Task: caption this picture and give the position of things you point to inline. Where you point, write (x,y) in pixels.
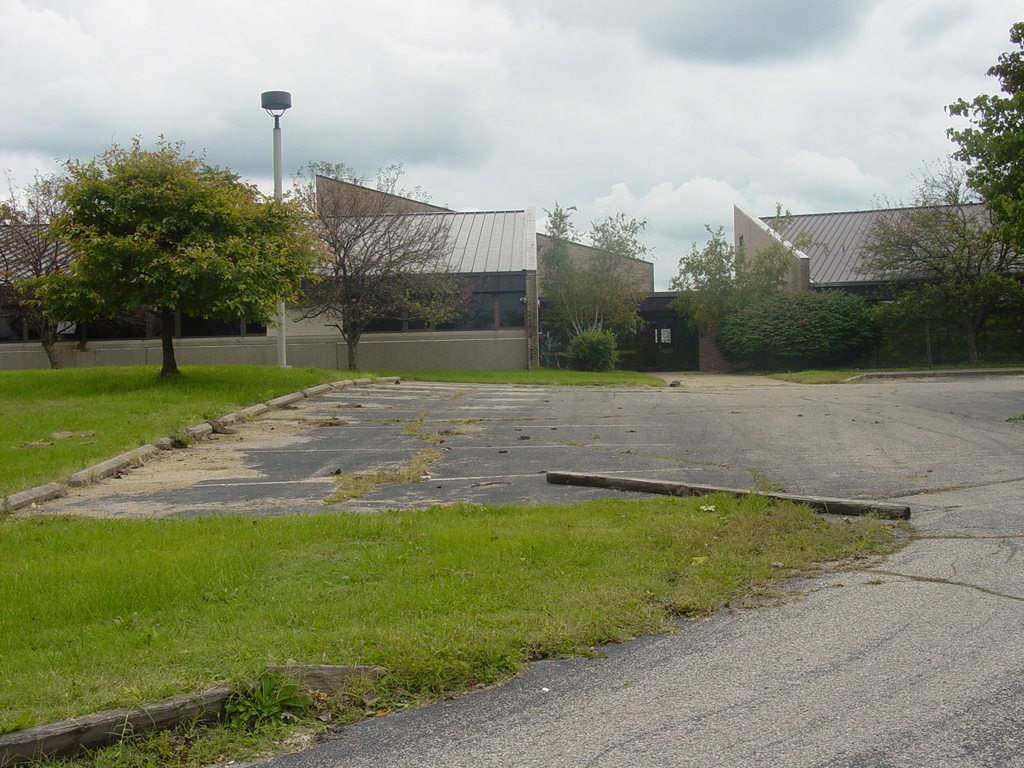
This image is clicked on the road (829,650). At the bottom (458,684), there is a road (596,723) and green grass (75,466). In the background (339,200), there are houses (381,215) along with trees (412,298). At the top (555,88), there are clouds (588,88) in the sky (612,85).
